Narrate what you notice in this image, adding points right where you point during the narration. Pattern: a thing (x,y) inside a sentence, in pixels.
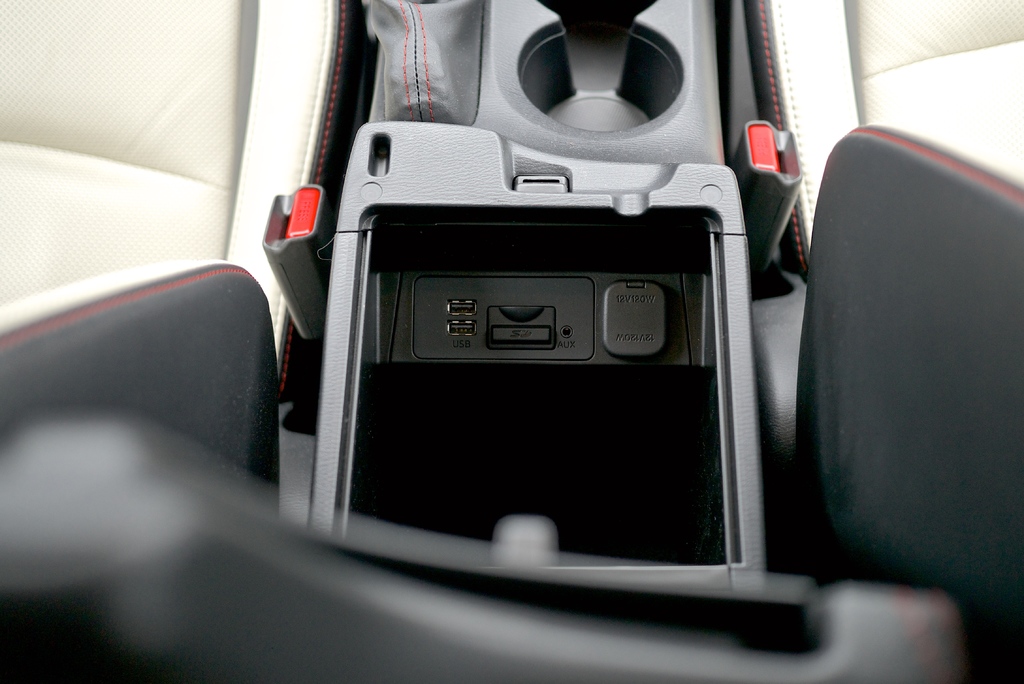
This is the inside picture of the car (462,307). In this image there are two seats (792,120). In between the seats (253,160) there is a cup holder (658,93), seat belt holder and a tray (391,438).
